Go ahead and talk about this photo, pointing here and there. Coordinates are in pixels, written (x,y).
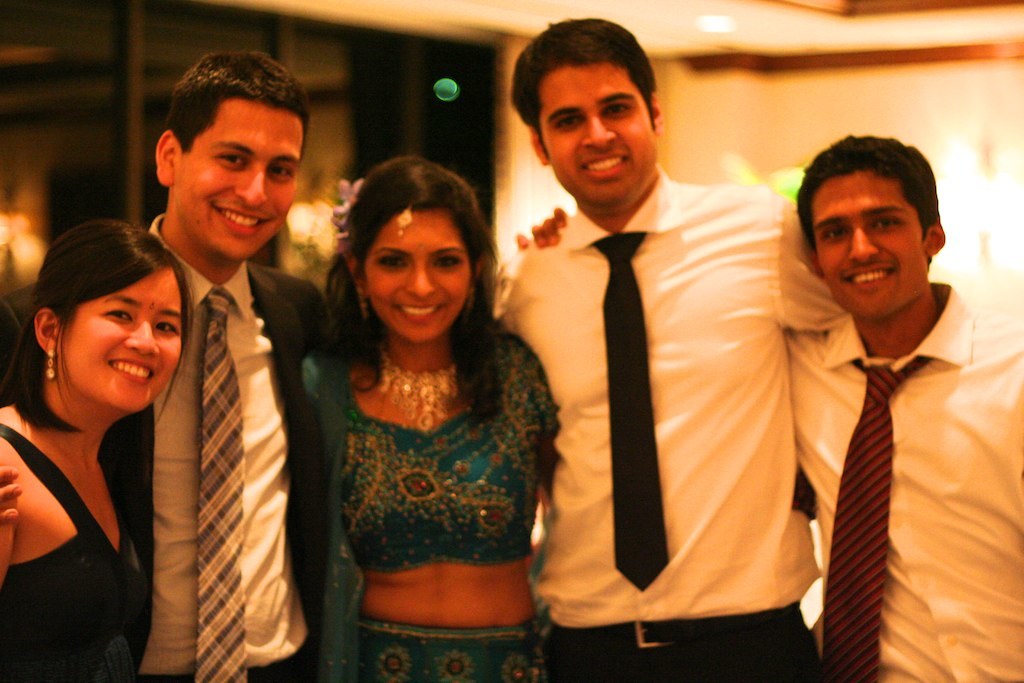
In this image in the center (493,450) there are group of people (462,370) who are standing and smiling, and in the background (878,100) there is a wall (523,187), lights (305,240) and a glass window (261,45).
